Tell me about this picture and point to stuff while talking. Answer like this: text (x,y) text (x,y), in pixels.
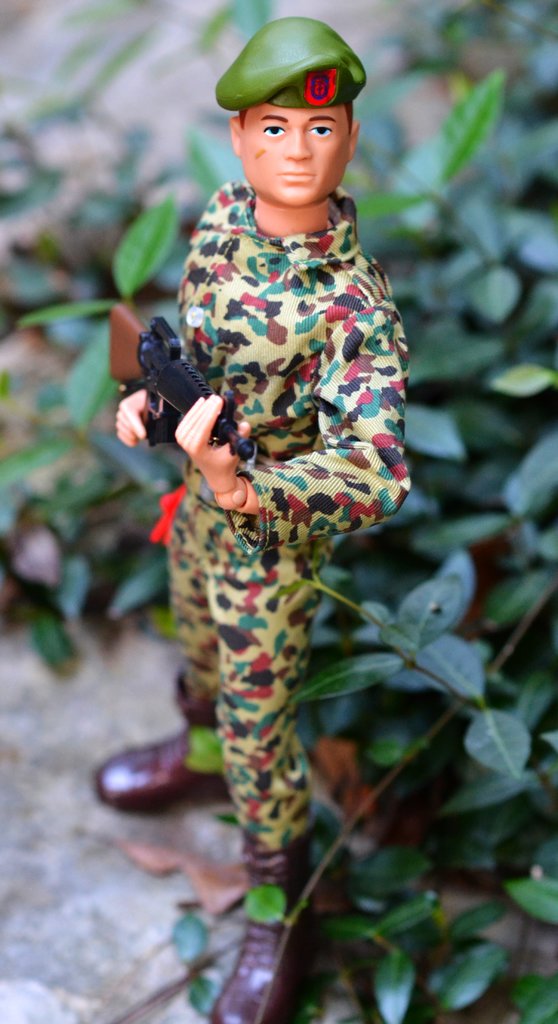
In this image there is a statue (248,688) of a person (255,684) wearing a cap (269,44), holding a gun (153,372). In the background (449,223) there are leaves (405,832). The statue (280,348) is of an army personnel (234,628).
